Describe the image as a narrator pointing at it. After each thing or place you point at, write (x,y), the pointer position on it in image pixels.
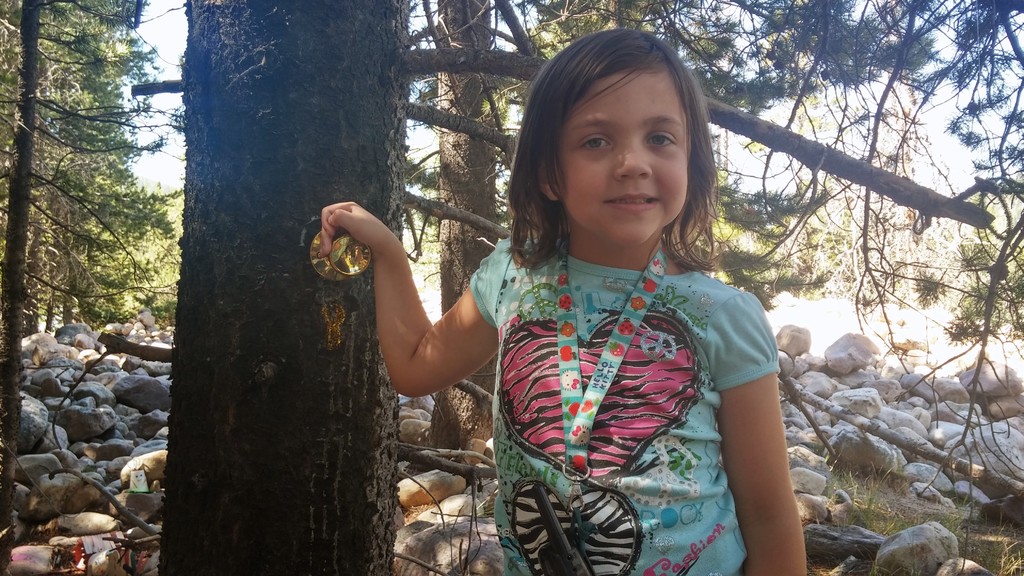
In the background (949,171) we can see the sky (1009,171) and it seems like a sunny day. In this picture we can see the trees (864,62). We can see a girl (563,52) wearing a tag (579,393) and we can see a object (547,573) hanged to the hook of a tag (652,285). We can see she is holding a gold disc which is on a tree trunk (358,276). At the bottom (962,467) we can see the stones (1006,449), branches (962,467) and the grass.
